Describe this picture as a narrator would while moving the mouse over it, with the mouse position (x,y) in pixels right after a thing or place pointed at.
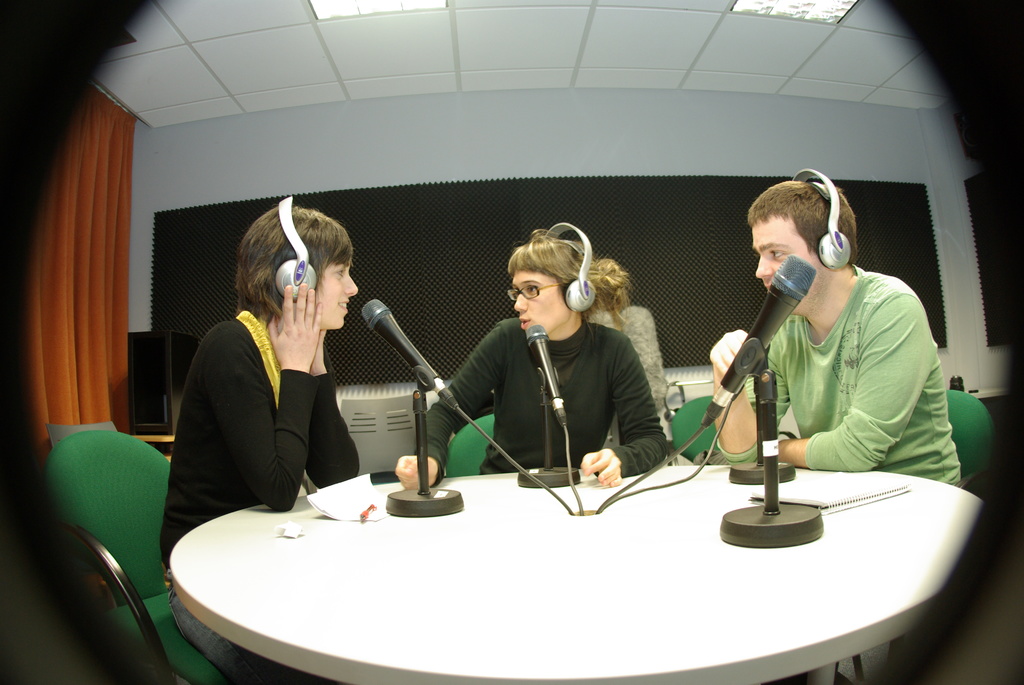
In this image I can see 2 women (632,369) and a man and all of them are sitting on the chairs (692,433) and I can also see there are mics (535,329) in front of them and there is also a table (238,511). In the background (629,219) I can see a woman (655,351), a curtain (116,390), the wall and 2 lights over here.
